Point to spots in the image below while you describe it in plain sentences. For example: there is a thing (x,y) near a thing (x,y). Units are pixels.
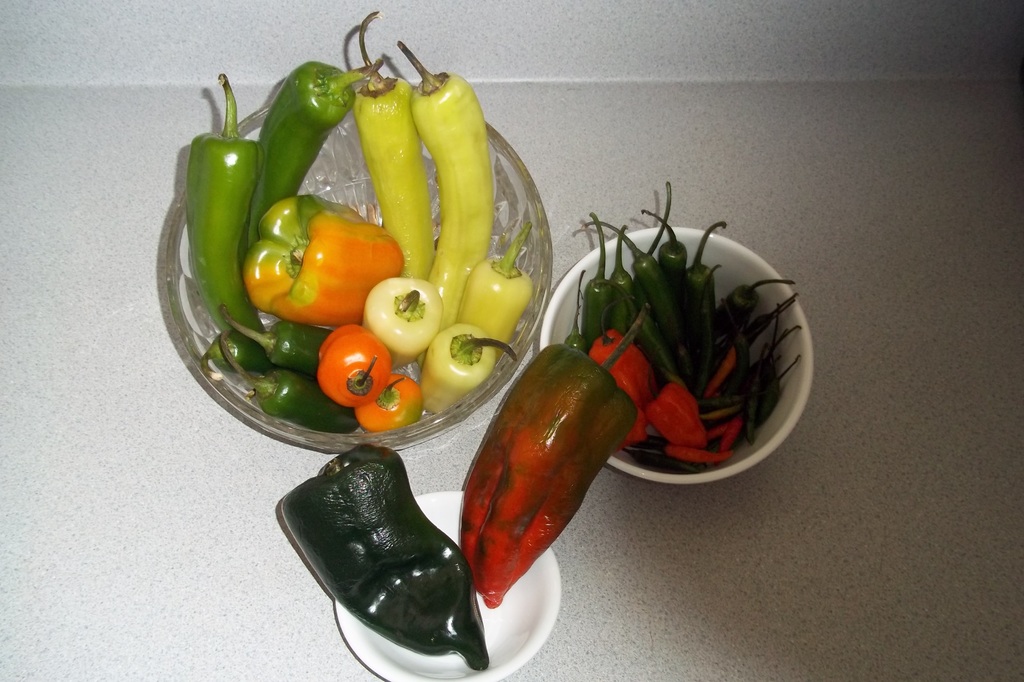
In the picture I can see a glass bowl (264,314) and two ceramic bowls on the marble table (626,216). I can see the green chilies (279,190) in the bowls (321,431).
